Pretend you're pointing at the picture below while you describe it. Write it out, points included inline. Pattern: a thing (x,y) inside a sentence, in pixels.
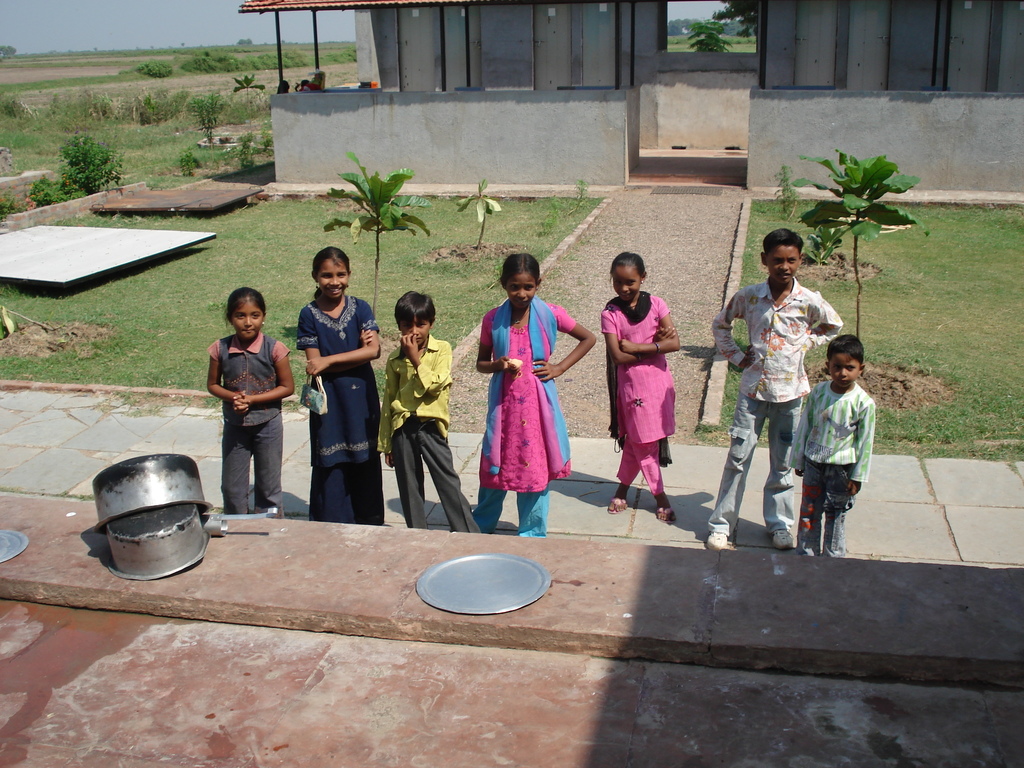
In the center of the image (348,309) there are kids (493,406) standing. At the bottom of the image (584,551) there is a platform (60,521) on which there are objects (173,552). In the background of the image (718,168) there is a house (696,97). There are plants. there is grass (248,255).
